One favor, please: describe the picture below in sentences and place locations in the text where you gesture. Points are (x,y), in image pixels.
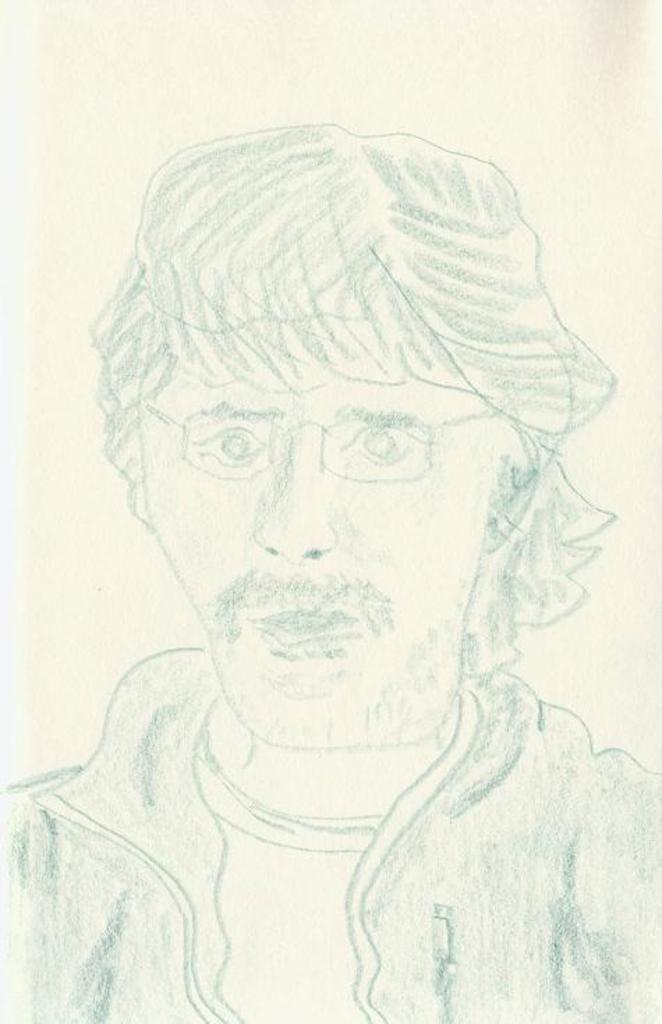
Here we can see a drawing (442,313) of a person (397,806).
